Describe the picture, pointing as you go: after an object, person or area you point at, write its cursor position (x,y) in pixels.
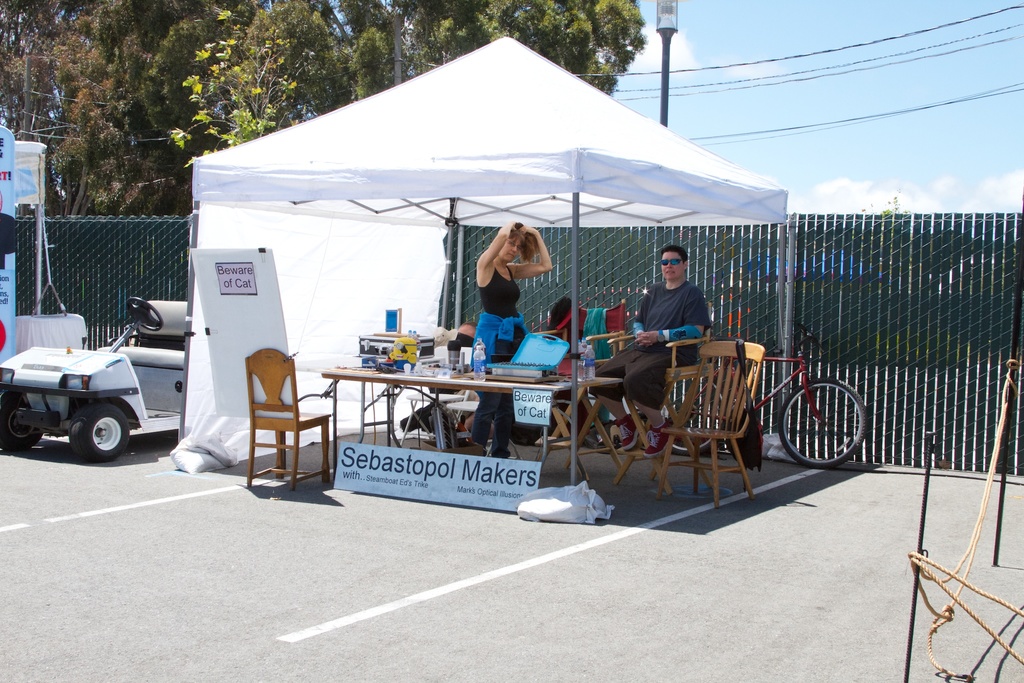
in this image the two people (497,248) are there inside the tent (485,140) one person (664,332) is sitting on the chair (608,448) and the other woman (490,332) she is standing in front of her there are so many things (533,361) are there like table (398,373), chair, some clothes (604,324) and behind the person (638,388) some cycle (789,383) is there and other side of the person (670,357) some vehicle (134,382) is there and behind the tent (371,168) some trees (236,97) are there the back ground (182,90) is very sunny.
